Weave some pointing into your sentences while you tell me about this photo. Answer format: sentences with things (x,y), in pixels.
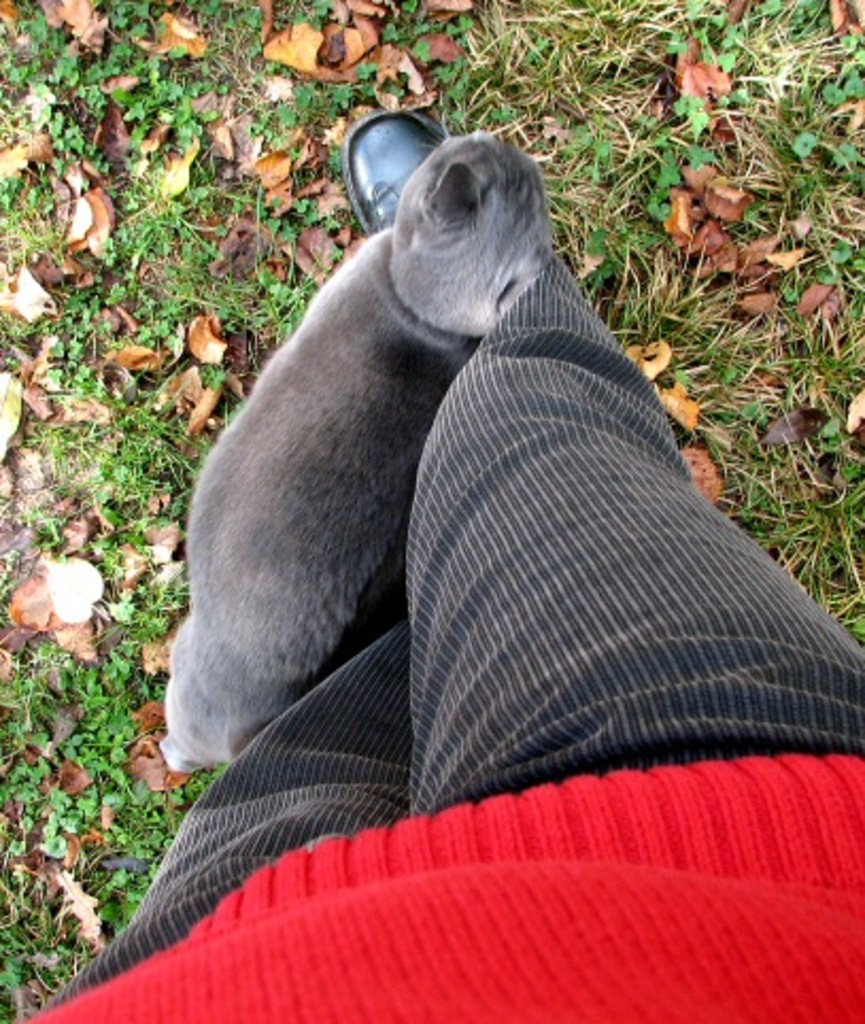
As we can see in the image there is a person (676,877) who is wearing red and black color dress (652,784). Near the person's leg (470,428) there is a grey color cat (375,393). The person (643,544) and the cat (352,317) are on ground (147,195).
